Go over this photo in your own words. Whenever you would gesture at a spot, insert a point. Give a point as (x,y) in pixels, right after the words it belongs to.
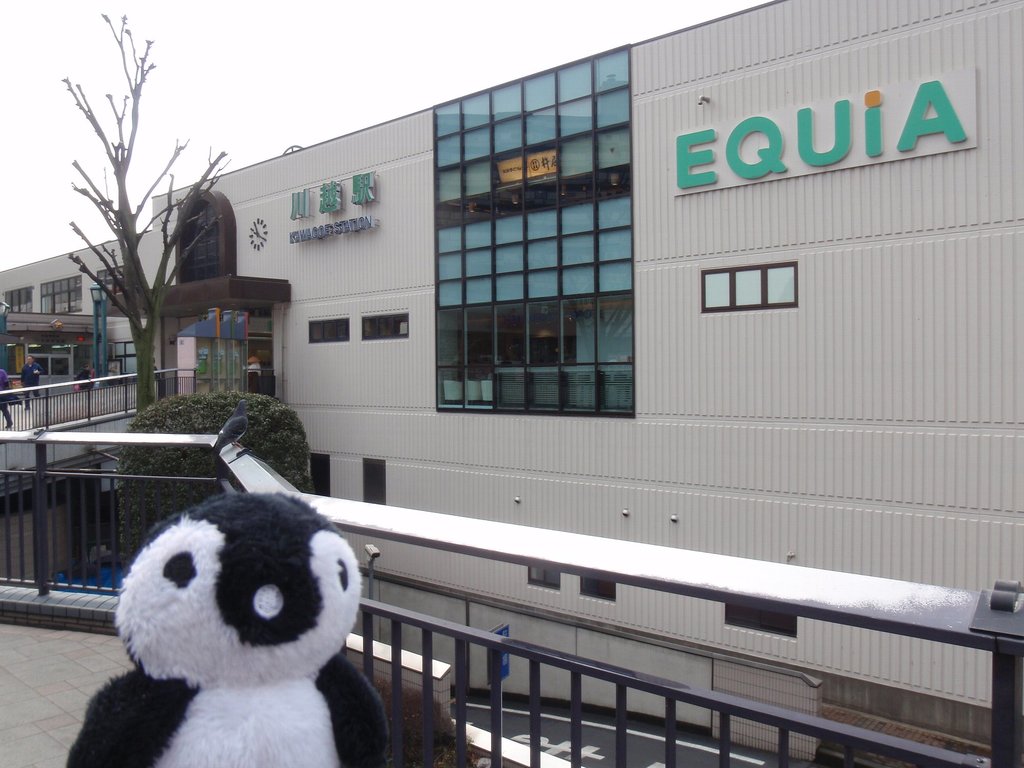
In this image there is a stuffed toy (238,624) on the bridge (62,692). In the background (458,243) there is a building (514,298) with the glass windows (530,255). At the top (439,76) there is the sky (392,69). There is a tree (148,343) behind the toy (232,636). At the bottom (627,726) there is a road (645,751). On the left side (41,371) there are few people (32,374) walking on the bridge (62,418). There is a fence (118,446) around the bridge (86,430).
